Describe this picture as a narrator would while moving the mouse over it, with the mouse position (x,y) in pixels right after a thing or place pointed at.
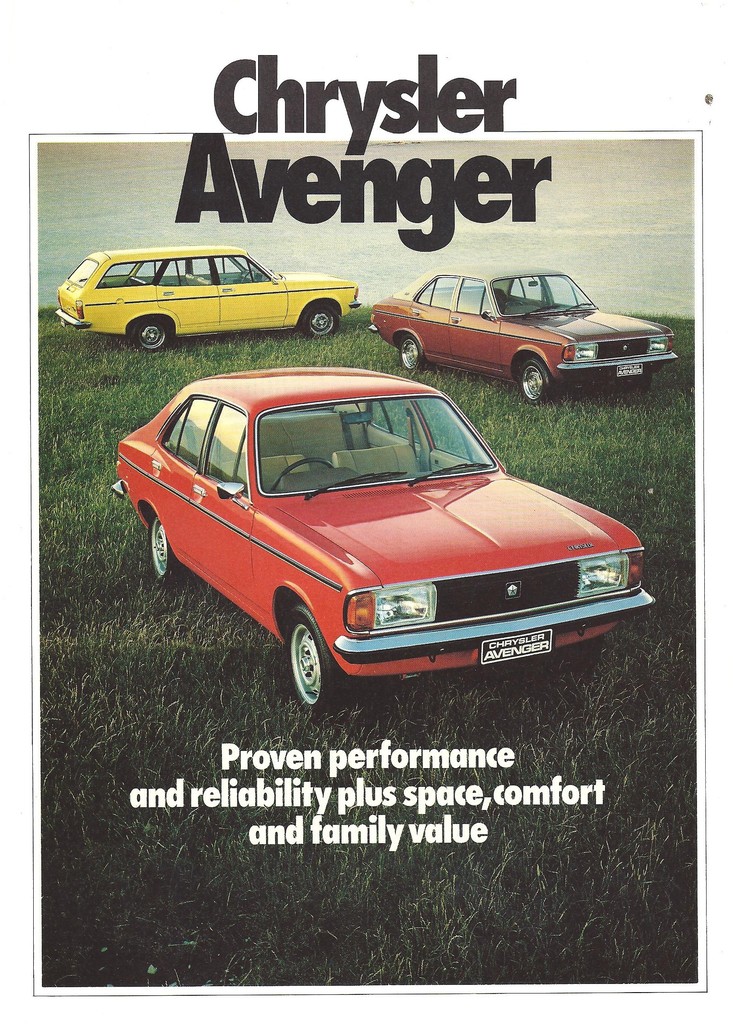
In the image there are cars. There is grass (421,722). There is some text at the bottom (247,756).
